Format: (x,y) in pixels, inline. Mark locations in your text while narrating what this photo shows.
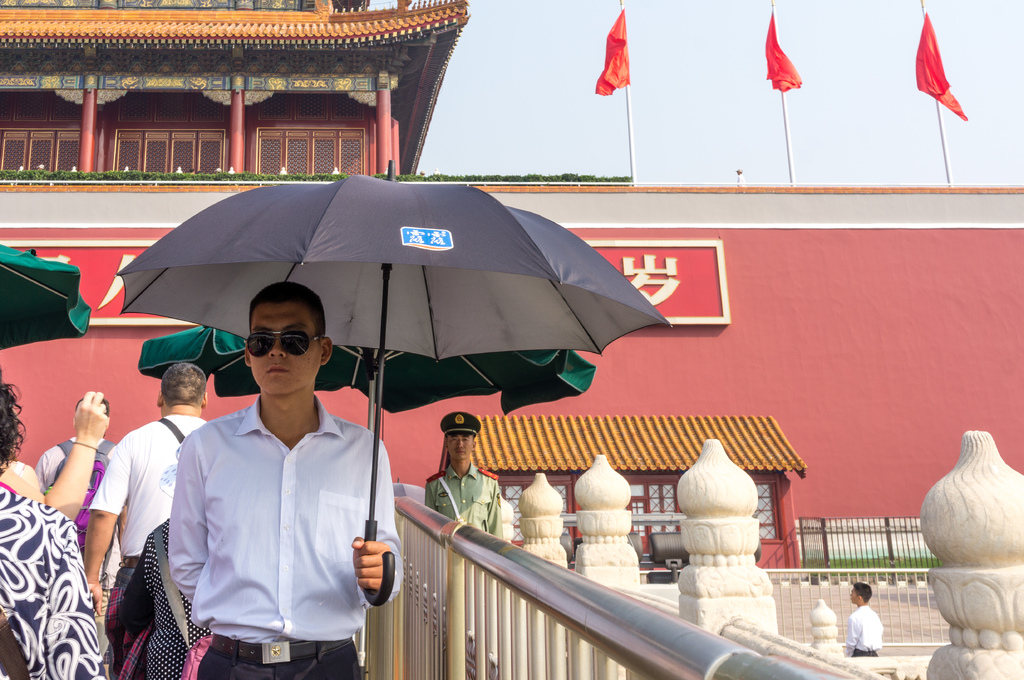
In this picture we can see a man (293,575) is standing and holding an umbrella (332,334) in the front (339,276), on the left side (124,515) there are some people (140,507), we can see two umbrellas (215,358) in the middle (358,377), in the background (174,330) there is a building (406,106) and some plants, on the right side (937,113) there are three flags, we can see the sky (956,116) at the right top of the picture (766,71).
